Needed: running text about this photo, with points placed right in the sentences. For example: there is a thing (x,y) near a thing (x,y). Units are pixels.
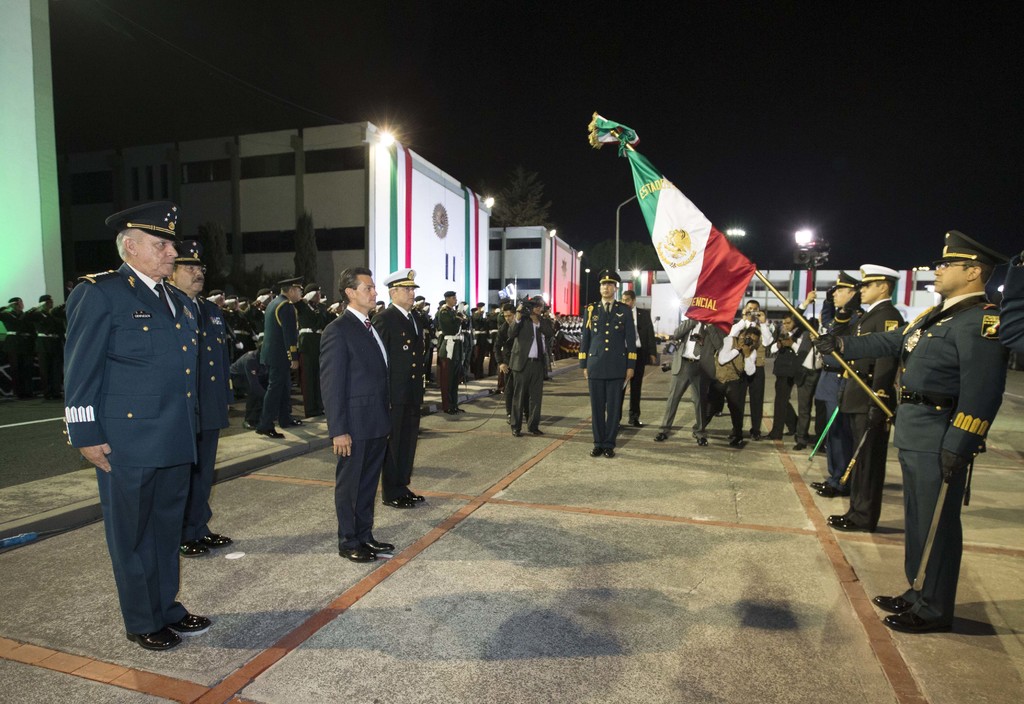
In this image there are people (835,386) standing on the road (477,636). There is a person (872,356) holding a pole (865,389) which is having a flag (674,233). There are people (594,353) wearing uniforms (210,367) and caps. There are few people (716,395) holding the cameras (751,337). There are street lights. Background (65,190) there are buildings (199,202). Top of the image (666,146) there is sky (655,76).
